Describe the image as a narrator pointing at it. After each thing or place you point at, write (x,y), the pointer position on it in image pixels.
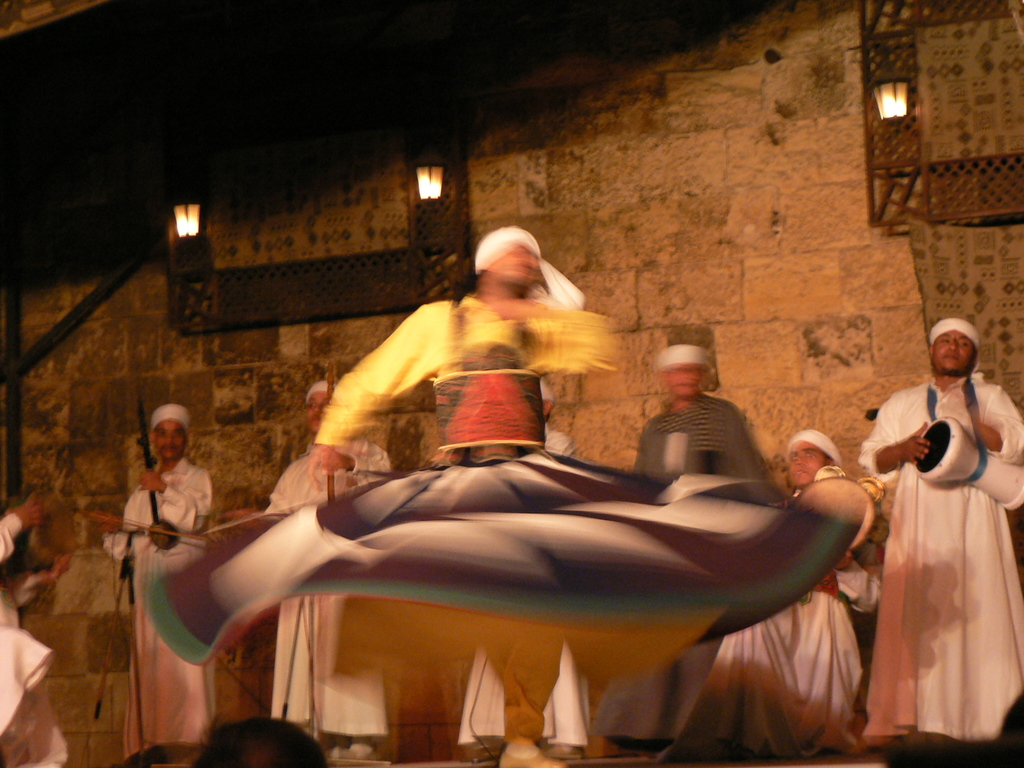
There is a person (441,516) dancing. In the back (160,485) some people (335,461) are holding musical instruments (959,477) and playing. In the background (414,169) there is a wall (544,134).
